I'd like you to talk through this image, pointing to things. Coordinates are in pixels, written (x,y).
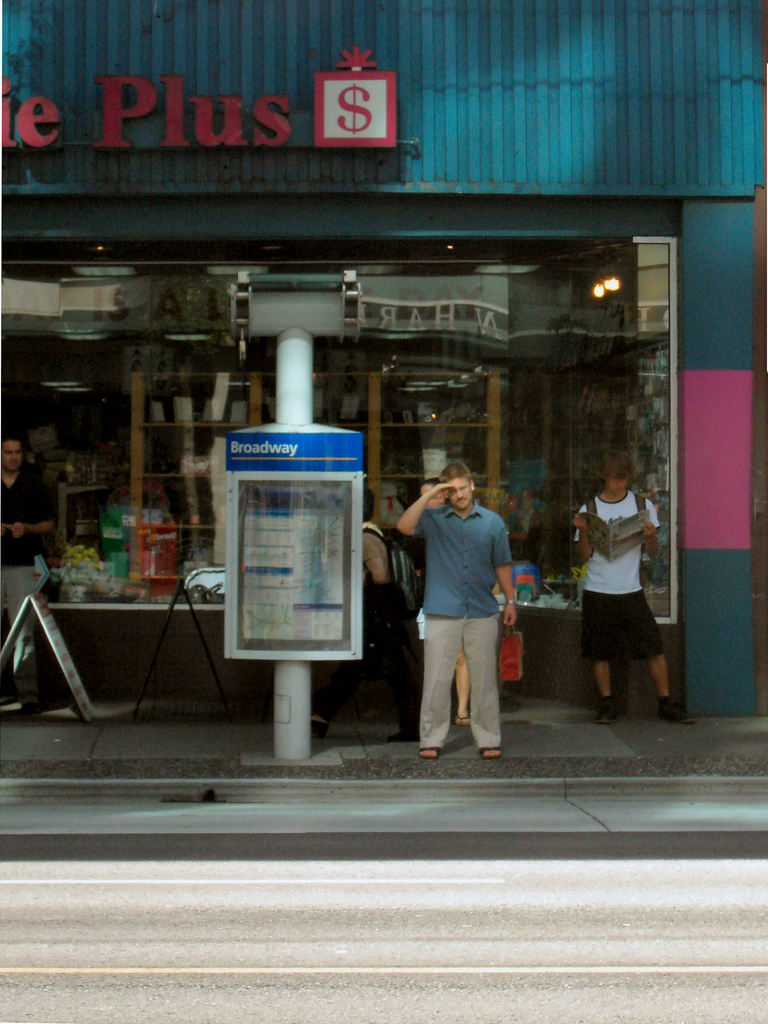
The man (407,523) in the blue shirt (450,568) is standing on the sidewalk (357,739) and he is saluting. Behind him, the boy (607,641) in white T-shirt (607,563) is reading the newspaper (614,537). Beside the man (481,605), we see a pole (281,414) and a board (328,515) with some text (311,591) written on it. Behind that, we see a building (421,202) in blue color and on the building (267,160), we see some text (284,128) written. At the bottom of the picture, we see the road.
